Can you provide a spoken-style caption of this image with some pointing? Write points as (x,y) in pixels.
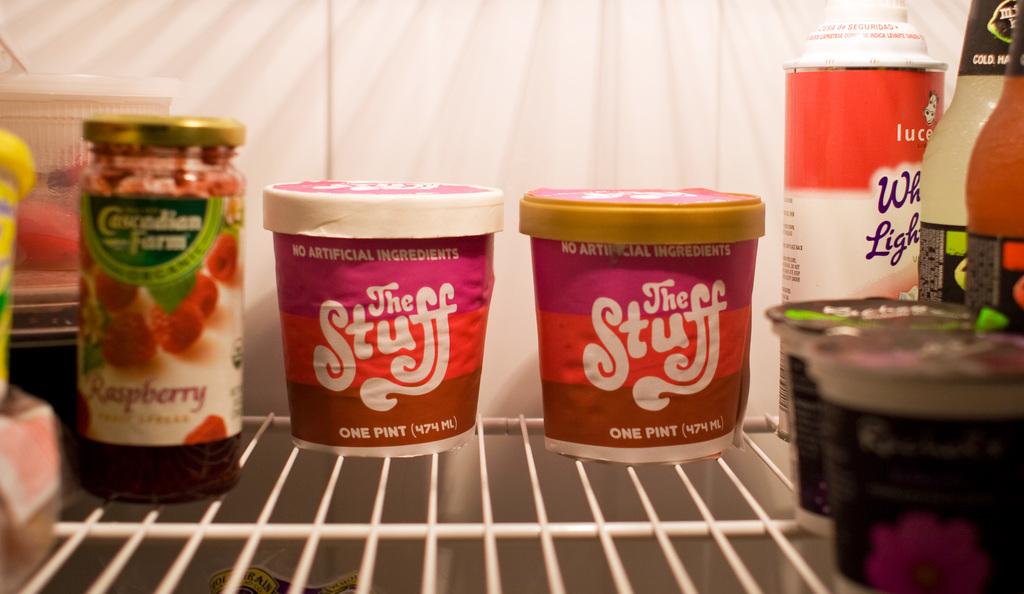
This is a zoomed in picture. On the right corner (990,156) we can see the bottles (983,174) of drinks (982,258). In the center (590,342) we can see the containers (460,298) and a jar (162,211) of food items (307,325) and we can see the text (712,311) on the containers (293,316). The background of the image (138,35) is white in color.
